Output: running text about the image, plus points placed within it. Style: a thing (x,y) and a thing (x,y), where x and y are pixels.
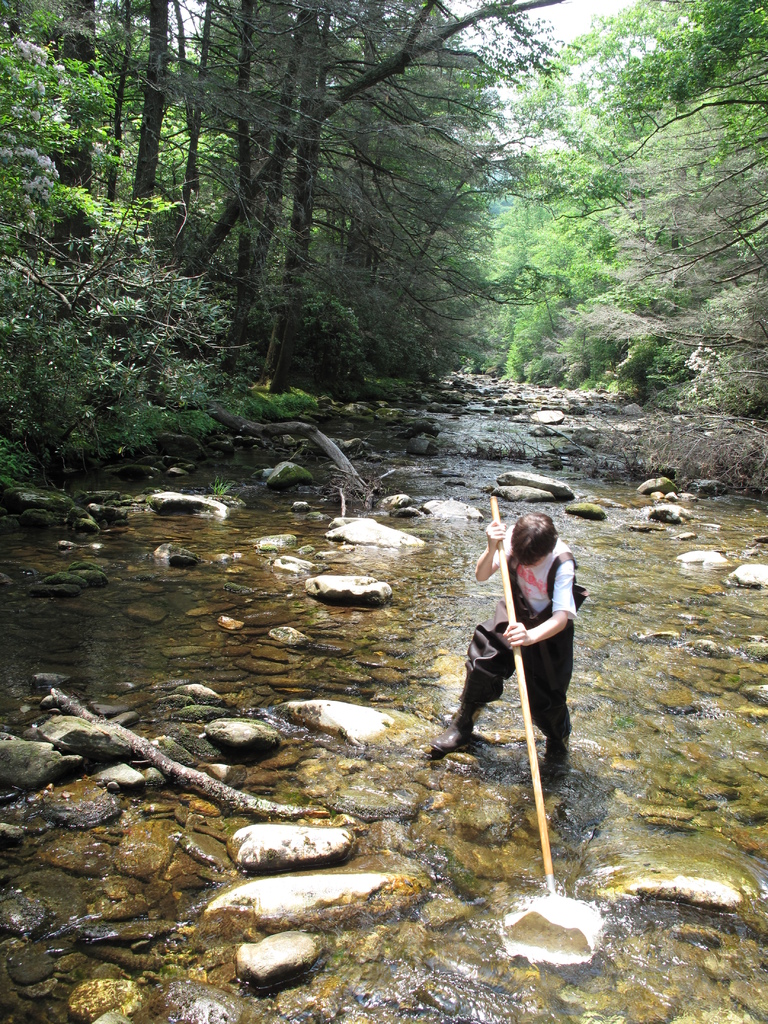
In this picture I can observe a person (514,668) standing in the water (350,615). The person (472,738) is holding stick (516,670) in his hands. I can observe some stones (350,591) in the water (357,696). In the background (279,245) there are trees (435,283).
